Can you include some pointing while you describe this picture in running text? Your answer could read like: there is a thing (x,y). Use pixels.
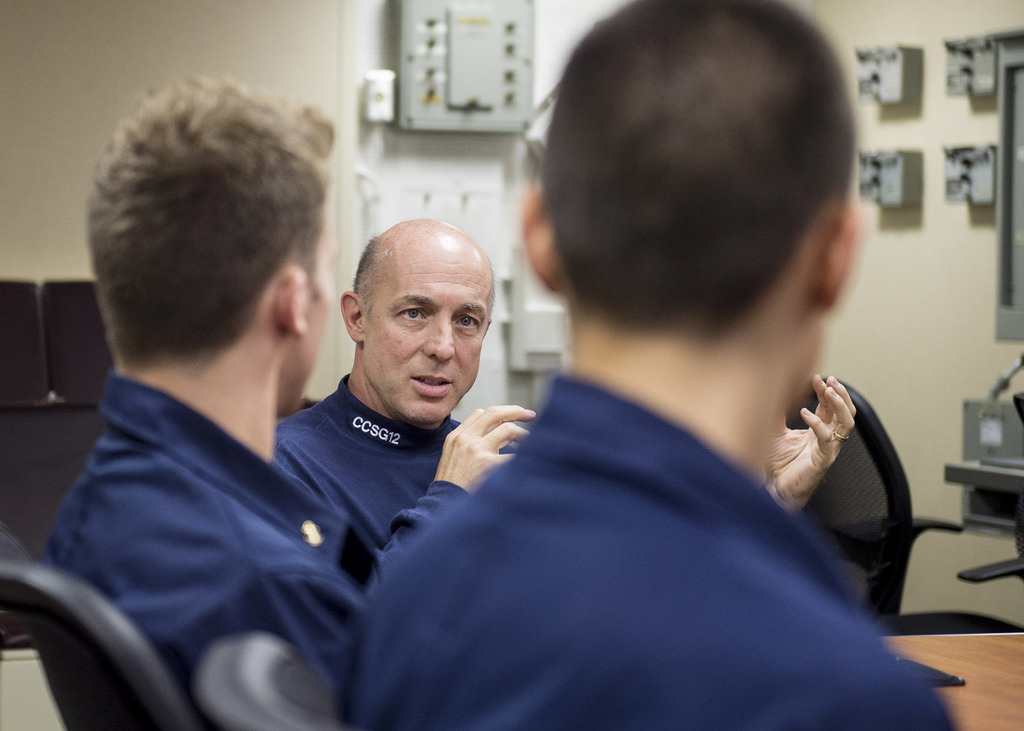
In this image I can see in the middle (377,244) a man (357,278) is speaking, these three men (455,448) are wearing the blue color dresses (396,556). At the top (519,11) it looks like a plastic board (455,91) on the wall (343,23).
